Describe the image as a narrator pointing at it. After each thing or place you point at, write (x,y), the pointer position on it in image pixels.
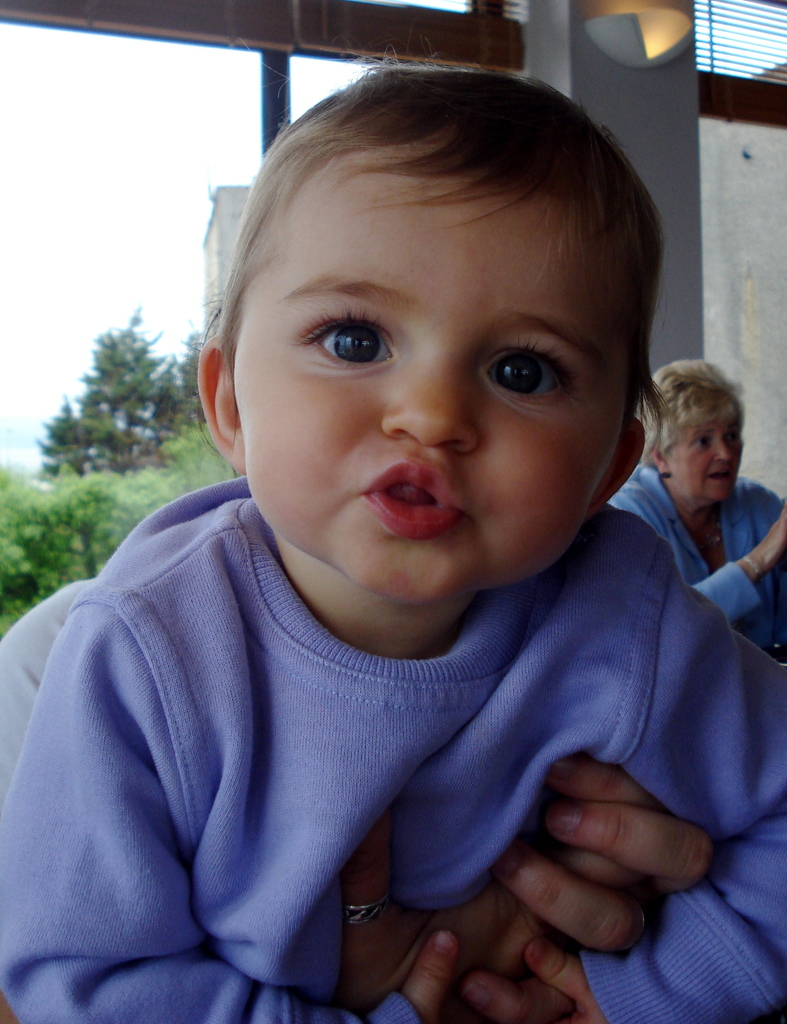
In this image I see a baby (459,236) over here and I see that the baby (404,763) is wearing purple color t-shirt (371,750) and in the background (753,599) I see a woman (656,456) over here and I see the light (642,36) over here and I see the trees (178,370) and the sky (183,129).
